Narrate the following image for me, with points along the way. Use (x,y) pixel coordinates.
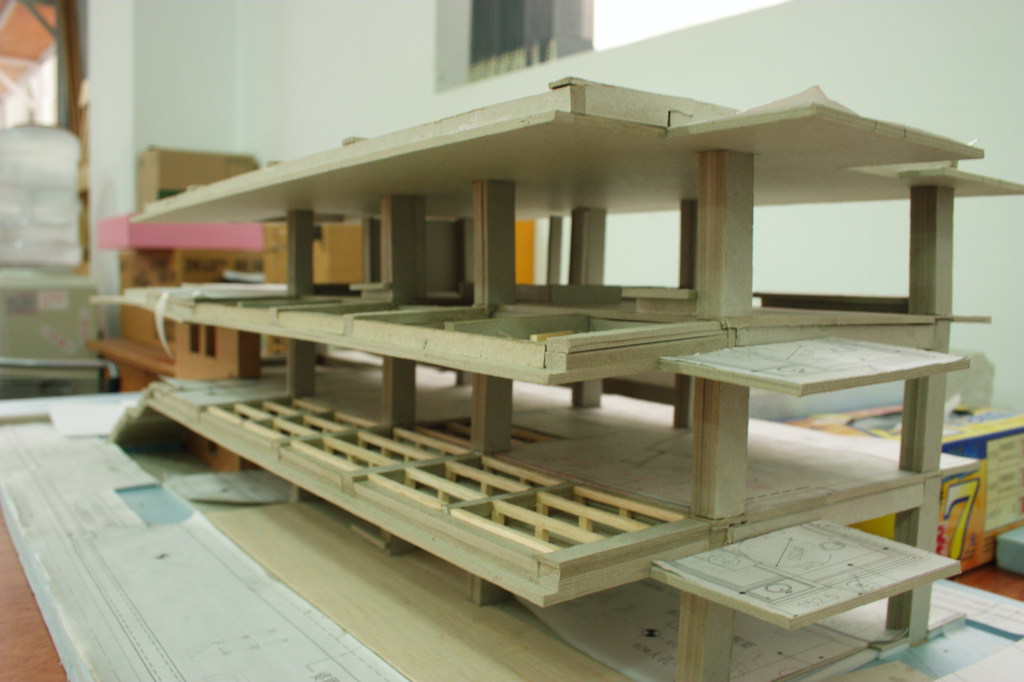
In this image I can see a scale model (461,445) and there are cartons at the back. There is a wall (577,59) at the back (943,53).
